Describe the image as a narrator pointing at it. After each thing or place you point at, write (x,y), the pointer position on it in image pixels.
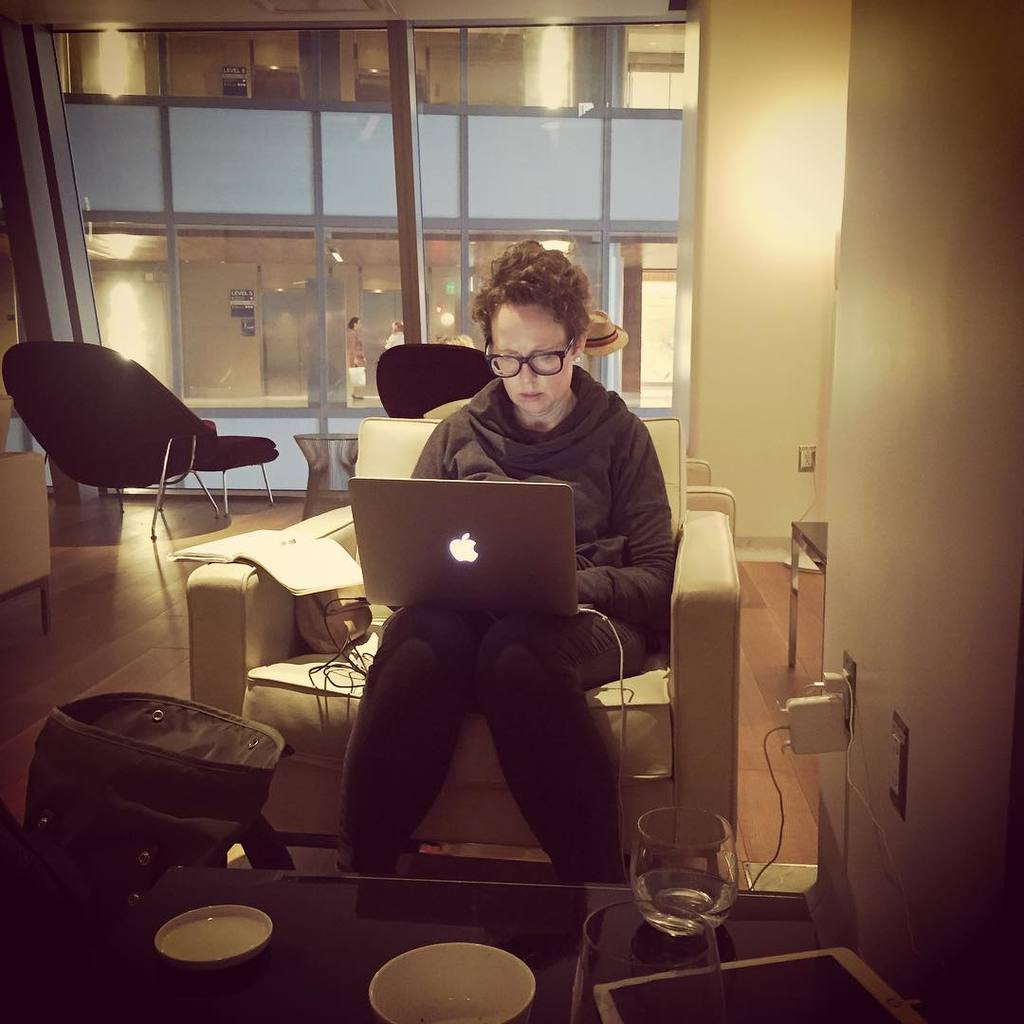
In this picture we can see couple of glasses (609,950), bowls (224,930) and a tablet (813,984) on the table (400,923), and also we can find a woman (578,532) she is seated on the sofa (478,717) and she is working with laptop (455,549), in front of her we can find bag (149,740) and we can see a book (283,573) on the sofa (255,617), in the background (152,451) we can see a chair (73,416), couple of lights (797,170) and two persons (400,322).
